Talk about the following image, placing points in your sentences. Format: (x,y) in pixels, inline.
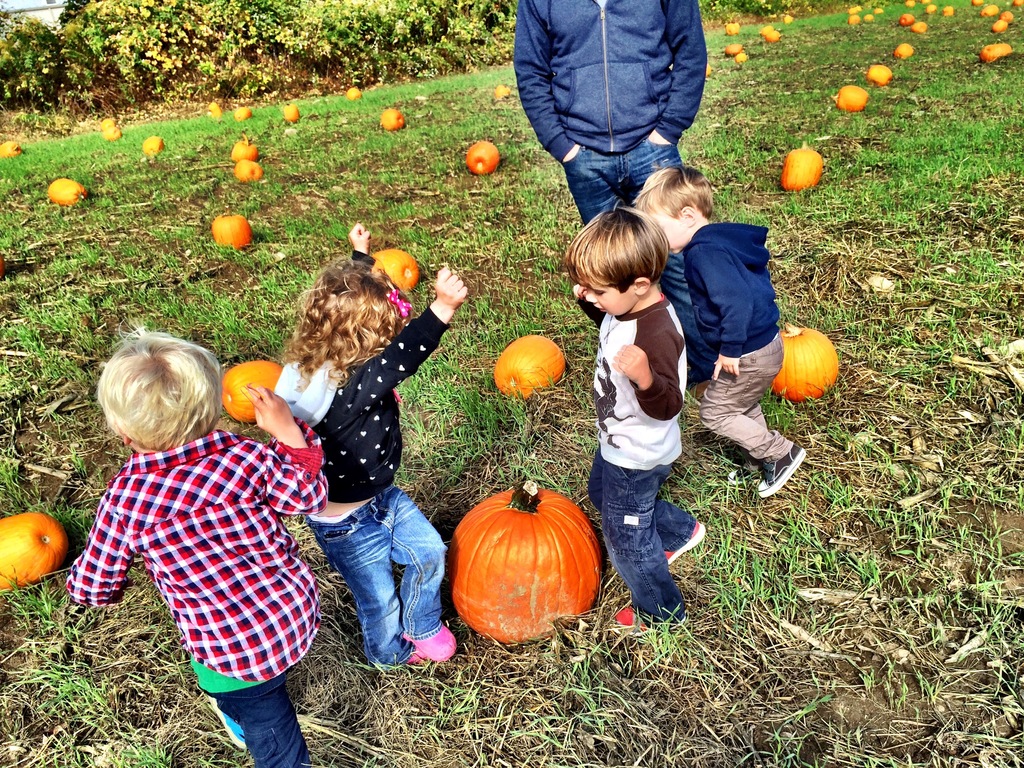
In this picture I can see there are some kids (197,551) here and there is a man (650,76) standing here in the backdrop (629,132). There are some pumpkins (485,562) on the floor (477,351) and there are plants (225,44) in the backdrop (102,40).
